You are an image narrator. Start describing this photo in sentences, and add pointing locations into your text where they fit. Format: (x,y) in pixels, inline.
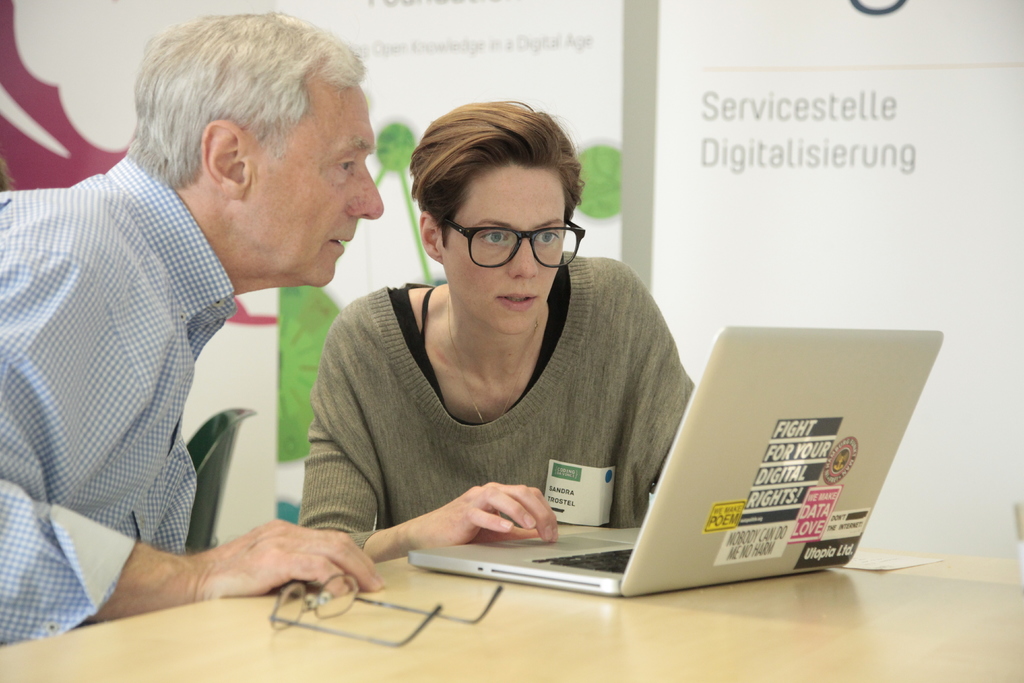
In this image we can see a man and a woman (537,195) sitting beside a table (867,575) containing a laptop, paper (861,558) and glasses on it. On the backside (372,257) we can see a chair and a wall (424,260) with some text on it.
